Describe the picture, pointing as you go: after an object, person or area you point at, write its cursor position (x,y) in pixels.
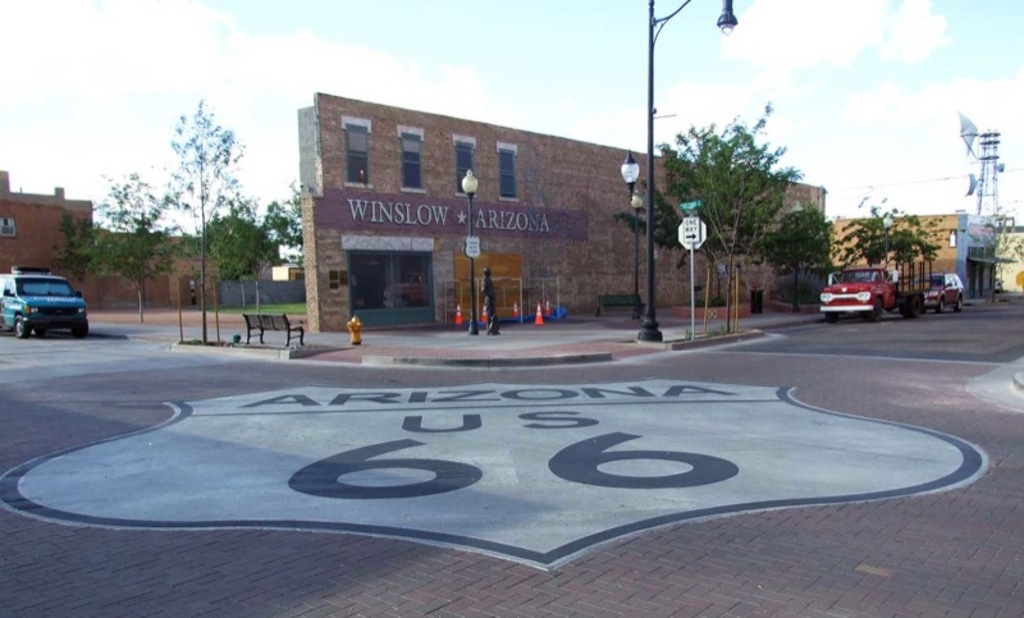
In this picture I can see there is a statue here and there are some cars (838,315) parked on the left side of the road (281,422) there is a building (634,253), a tree (707,251) and the sky (698,57) is cloudy.
